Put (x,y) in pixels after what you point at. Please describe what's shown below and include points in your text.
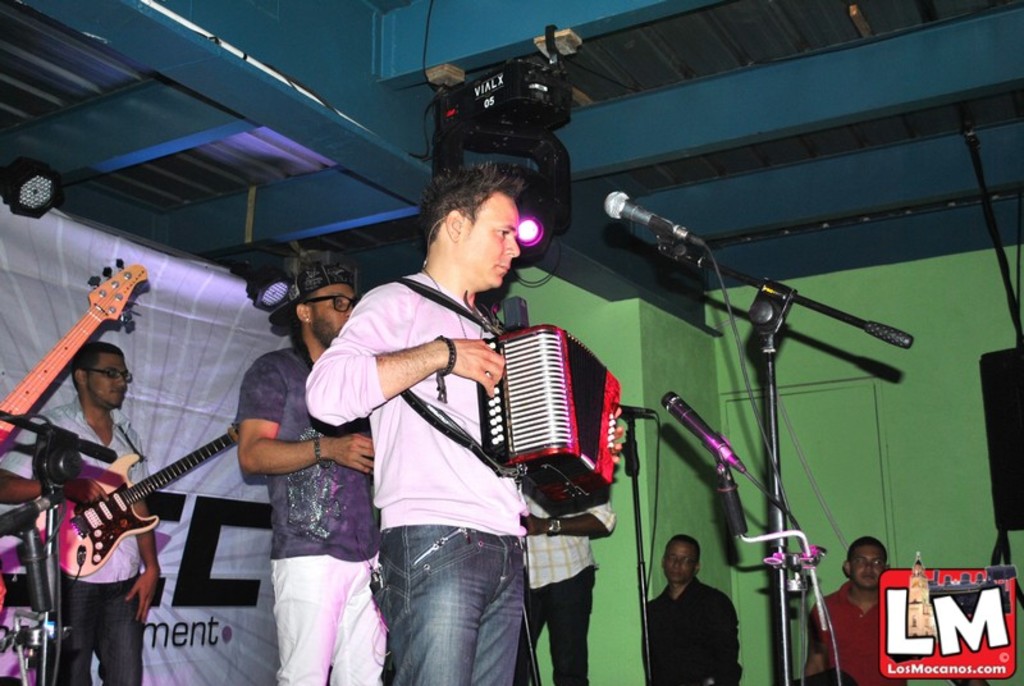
There are four men (463,478) on the stage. To the front (474,472) there is a man (474,472) with white t-shirt (465,464) is standing and playing a musical instrument (534,388). In front of him there is a mic (655,231). Behind him there is a man (296,384) with grey and cap (293,320) on his head (338,285). To the left side (92,437) there is a man (105,432) with white shirt (113,446) is standing and playing guitar (131,505). To the right side (711,615) there are two men (733,633) standing. On the top (559,165) there is a light (550,191). In the background (193,364) there is a poster (199,345).
